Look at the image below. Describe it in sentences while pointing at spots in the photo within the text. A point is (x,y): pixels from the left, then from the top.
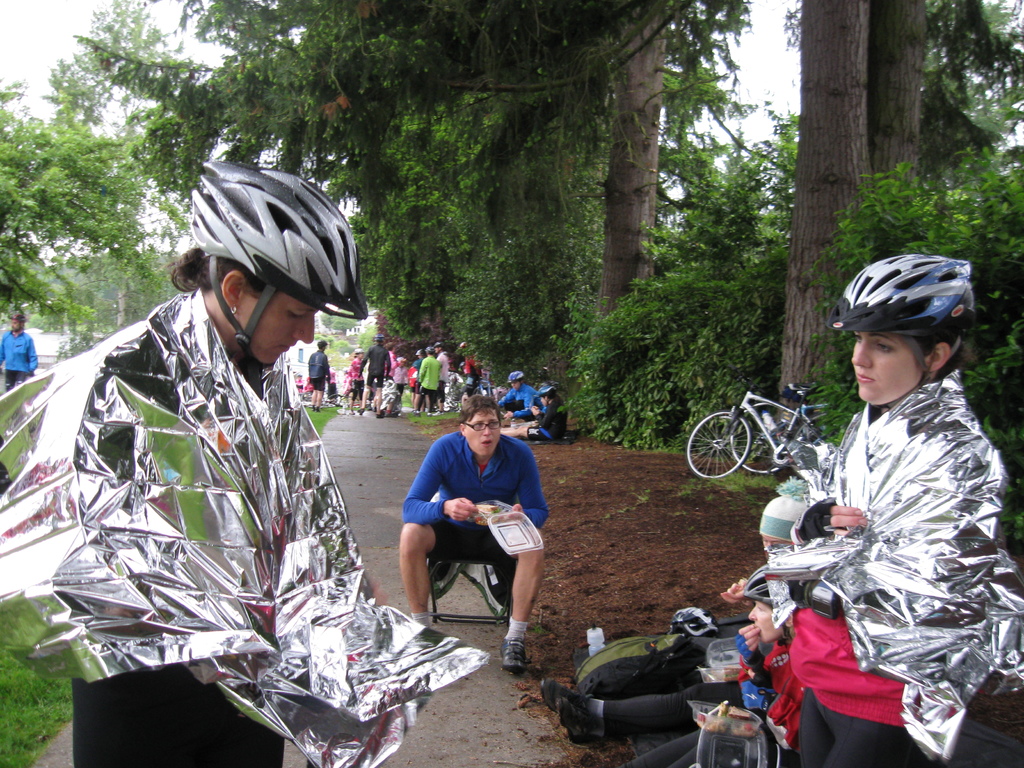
In this picture I can see there are two people (886,646) standing on the walkway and they are holding silver blankets (963,486) and there is a bicycle (732,463) at right (752,424) and there are a few people (492,473) sitting and eating. There are a few plants (731,385) and trees (115,152) and the sky (34,42) is cloudy.
